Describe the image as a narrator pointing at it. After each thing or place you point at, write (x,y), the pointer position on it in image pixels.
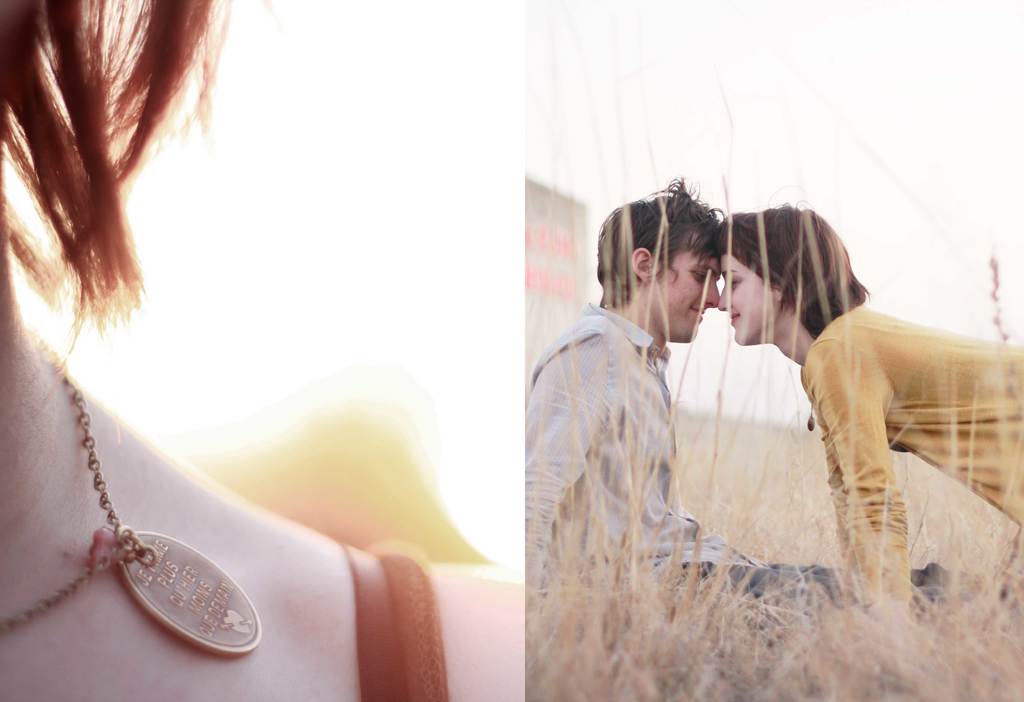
This is an image with collage. On the left side (325,542) we can see a person (328,558) wearing a locket (167,606). On the right side (919,582) we can see a man (639,371) and a woman (884,550) on the ground (816,647). We can also see some plants (848,597), a board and the sky (869,198).
